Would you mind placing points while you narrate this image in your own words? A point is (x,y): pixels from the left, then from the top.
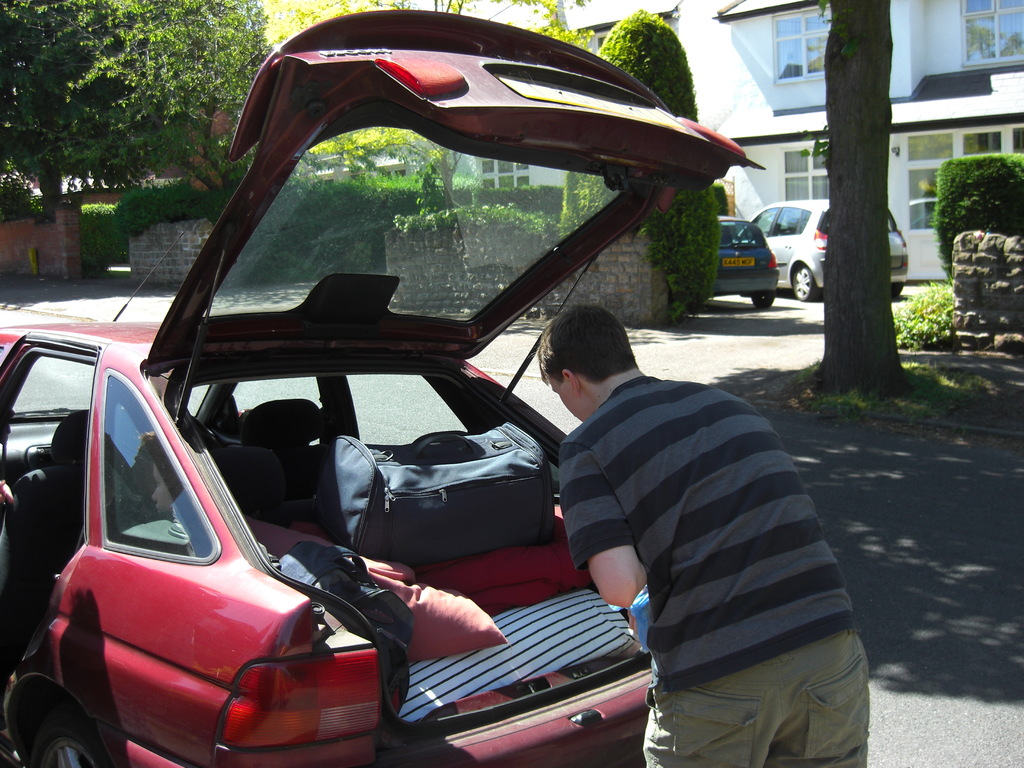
In this image I can see a person (757,504) standing behind the car (202,596) which is red in color and I can see few bags (347,511) in the car (97,662). In the background (963,557) I can see the road (932,549), few trees (846,254) which are green in color, few vehicles (753,237) and few buildings (798,67).
